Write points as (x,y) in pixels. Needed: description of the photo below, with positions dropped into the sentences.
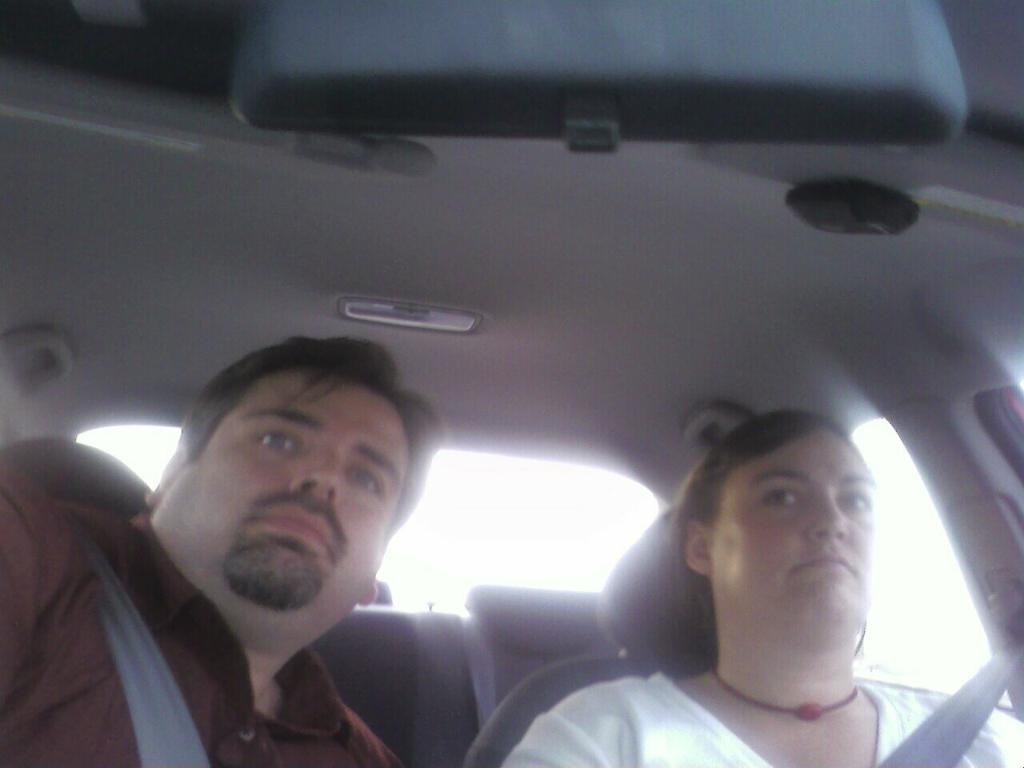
In this image, we can see people (273,361) in the vehicle (770,404) and are wearing seat belts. At the top (535,119), there is a mirror (451,111) and a light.
